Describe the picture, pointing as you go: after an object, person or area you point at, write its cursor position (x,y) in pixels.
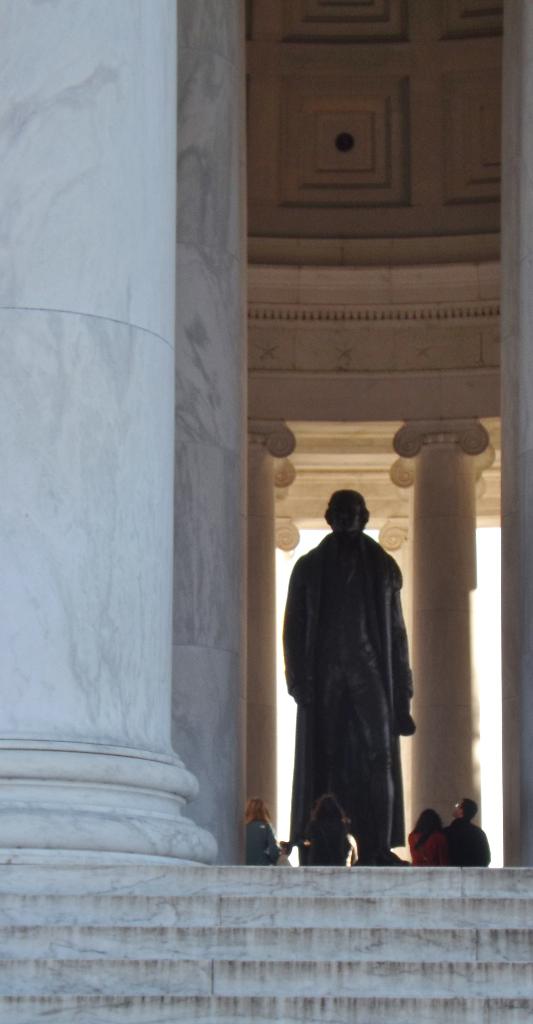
In this image I can see a black colour sculpture (320,659) in the centre (348,499) and in the front of it I can see few people (421,852). I can also see few pillars (112,245) on the left side (59,189) and in the background of this image (450,581).
